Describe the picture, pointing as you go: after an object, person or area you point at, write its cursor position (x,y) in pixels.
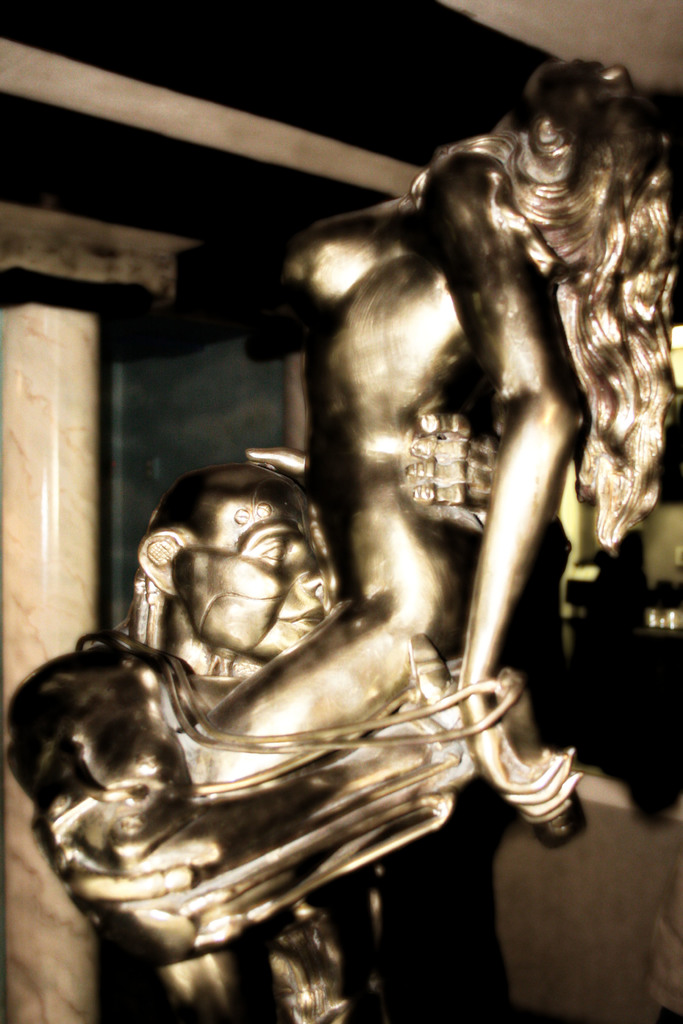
In this picture there is a sculpture (312,502) of a person (167,953) holding the other person (659,379). At the back (42,314) there is a pillar (49,451) and there is a wall (555,925).
